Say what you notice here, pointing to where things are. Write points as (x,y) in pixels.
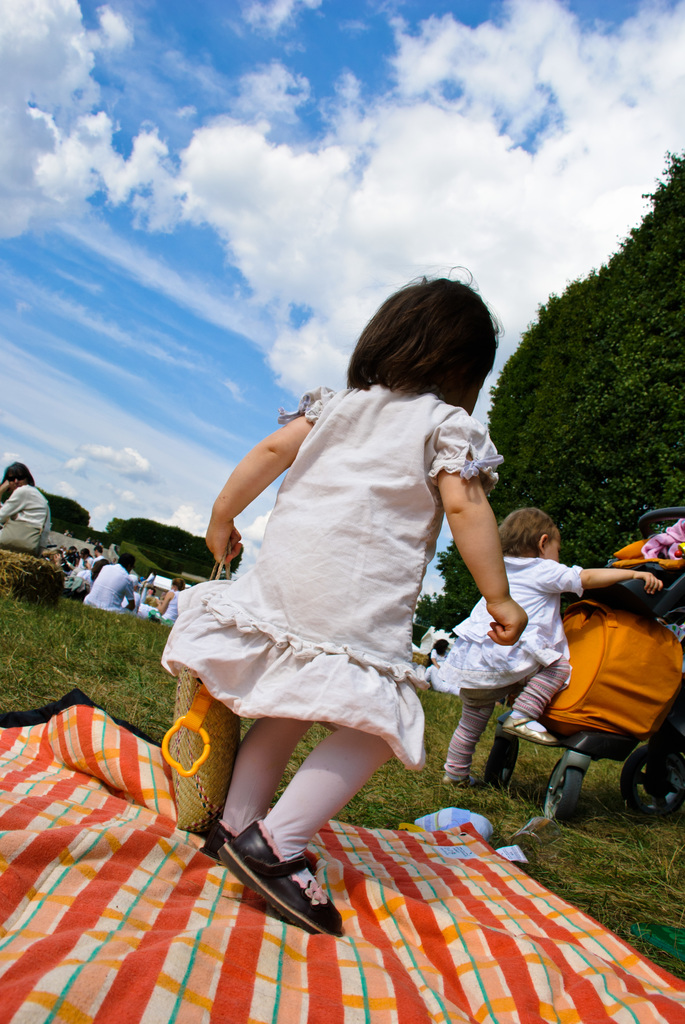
In this image I can see the group of people (279,652) with different color dresses (225,701). I can see these people (271,656) are on the grass (52,666). I can see some colorful clothes (368,903) are on the grass (616,810). To the right (616,712) I can see one person (548,666) holding the stroller (604,655). In the background (46,308) I can see many trees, clouds (41,164) and the sky (109,244).
